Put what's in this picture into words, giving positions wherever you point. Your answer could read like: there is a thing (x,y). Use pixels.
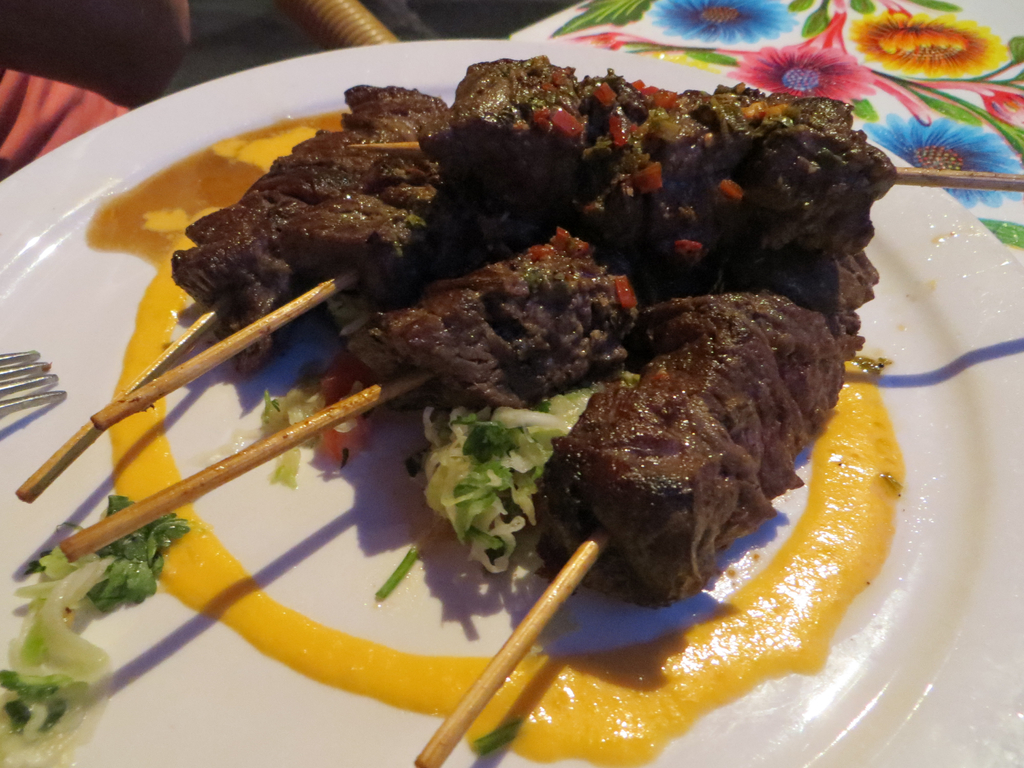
In this image we can see some food items (840,584) on a plate (952,521), it is placed on the surface (720,71) of the table (725,35), which has a floral print (928,59) on it.
